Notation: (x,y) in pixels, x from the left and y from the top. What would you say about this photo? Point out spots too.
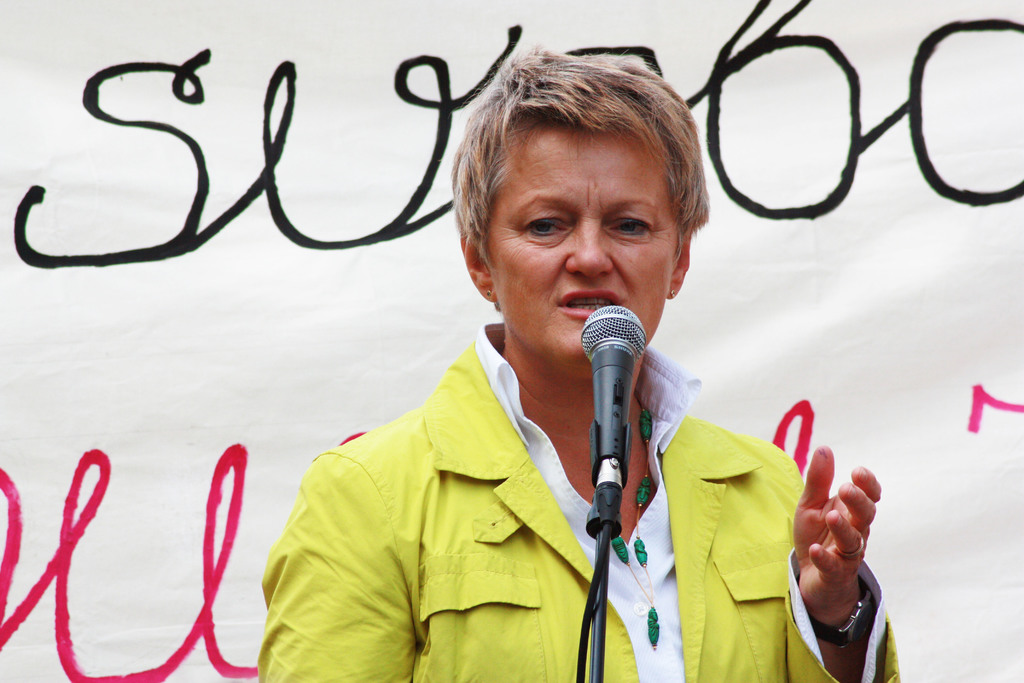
In the picture I can see one person (526,333) is talking in front of the microphone (628,393), behind we can see one banner (131,173).
